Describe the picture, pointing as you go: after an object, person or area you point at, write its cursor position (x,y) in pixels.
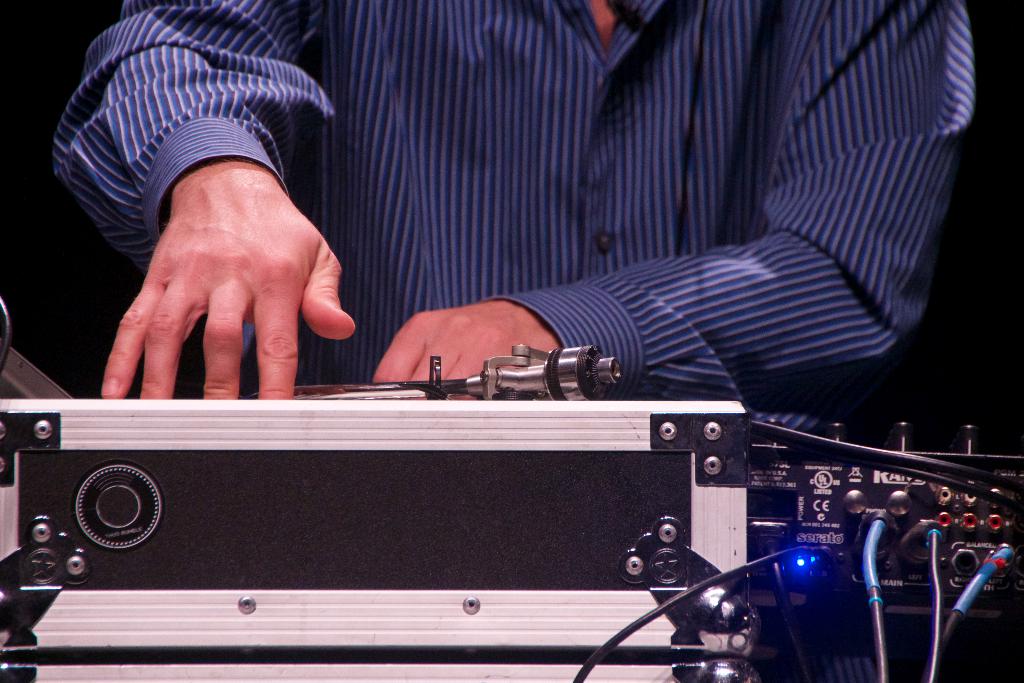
In this picture we can see the hands (412,334) of a person (220,363) on an object (337,501). We can see a few wires (964,608) and an electronic device (999,460) on the right side (808,455). Background (1016,171) is black in color.
